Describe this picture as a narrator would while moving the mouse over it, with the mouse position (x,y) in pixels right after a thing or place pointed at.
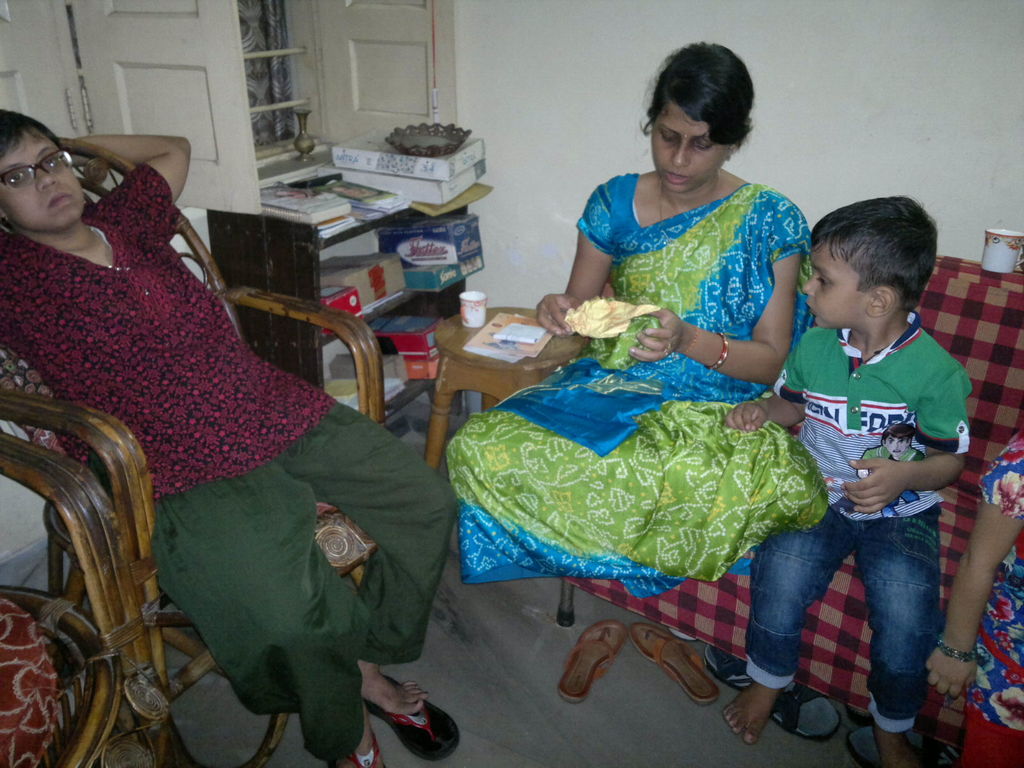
In this image i can see two women (347,453) sitting on a chair (327,510) and a child (750,416) sitting beside her, at the left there are few papers (494,335), cup (474,315) on a table (459,317), there are few card boards (427,246) on a shelf (415,222), a window (308,91) at the back ground (590,68) i can see a curtain (282,67) and a wall (560,111).
